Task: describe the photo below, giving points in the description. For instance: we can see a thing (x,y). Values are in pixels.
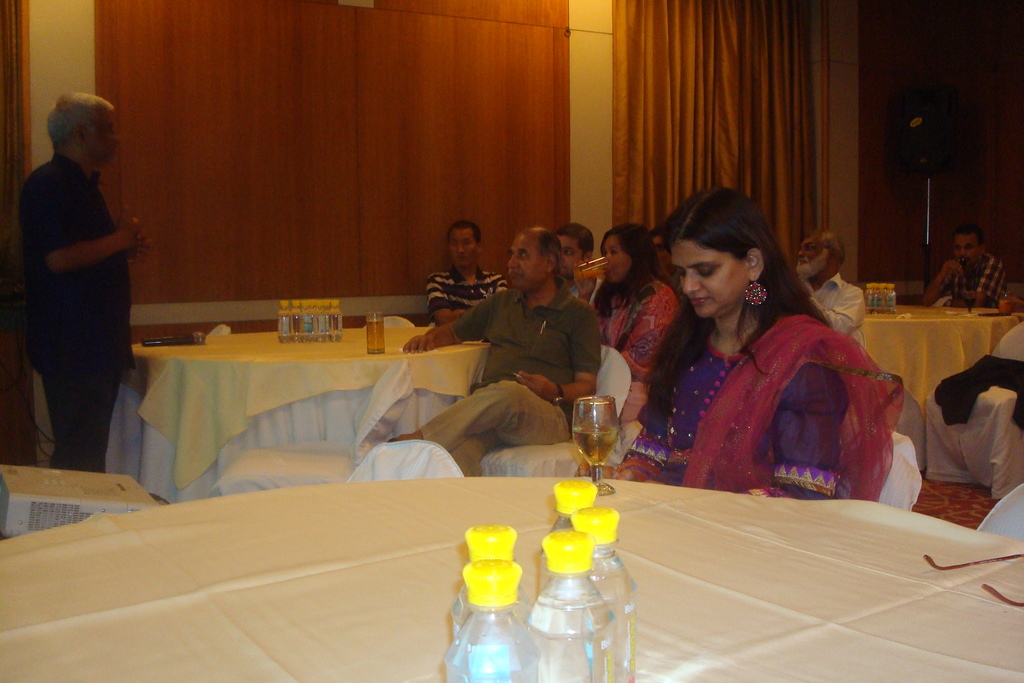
In this Image I see people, in which most of them are sitting on chairs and there is a man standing over here and I see there are tables (24,668) in front of them on which there are bottles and glasses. I can also see this woman (586,295) is holding a glass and I see a electronic device (19,516) over here. In the background (19,432) I see the wall (598,24) and the curtain (627,203) over here.
